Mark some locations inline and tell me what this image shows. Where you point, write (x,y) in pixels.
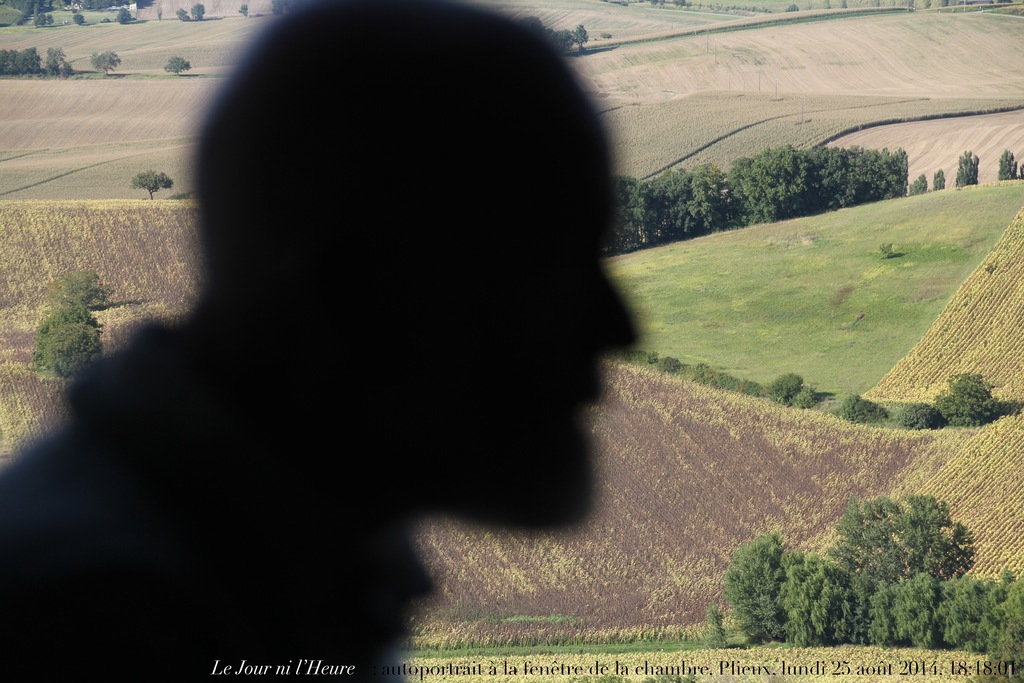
In this image I can see a person (473,441) or a shadow (475,393) of a person (499,443). There are trees (871,407), there is grass (635,646) and at the bottom of the image (330,659) there is a watermark (908,674).
